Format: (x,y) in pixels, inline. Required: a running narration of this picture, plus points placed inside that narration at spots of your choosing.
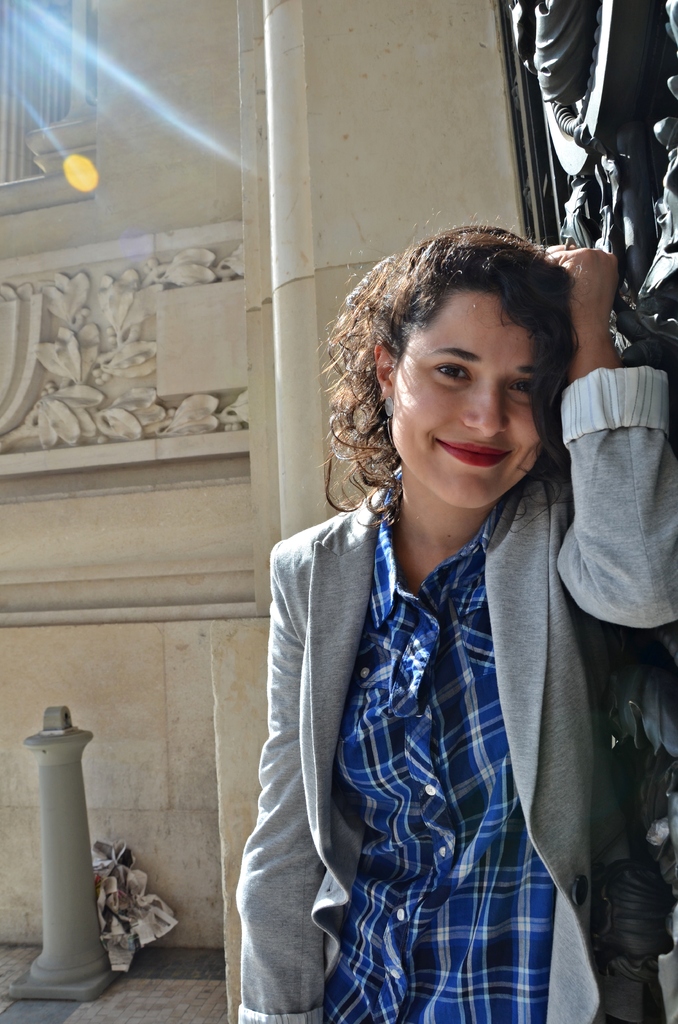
In this image, I can see a woman (395,766) standing and smiling. At the bottom left side of the image (68,804), I can see a pole (99,943) on the floor (154,957). In the background (185,480), there is a carving (102,267) on the wall (276,395).
